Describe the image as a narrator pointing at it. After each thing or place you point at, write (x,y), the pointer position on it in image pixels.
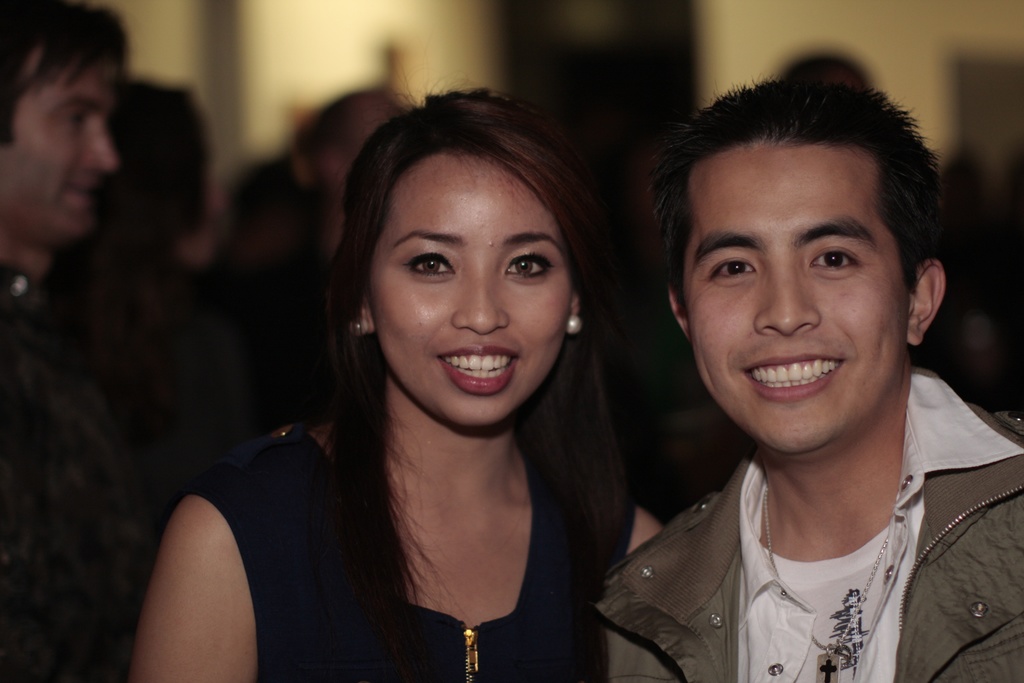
In the center of the image (351,312) we can see two people (509,475) are standing and wearing the dresses (753,585). In the background of the image (312,403) we can see the wall (829,9) and some people (981,320) are standing.
